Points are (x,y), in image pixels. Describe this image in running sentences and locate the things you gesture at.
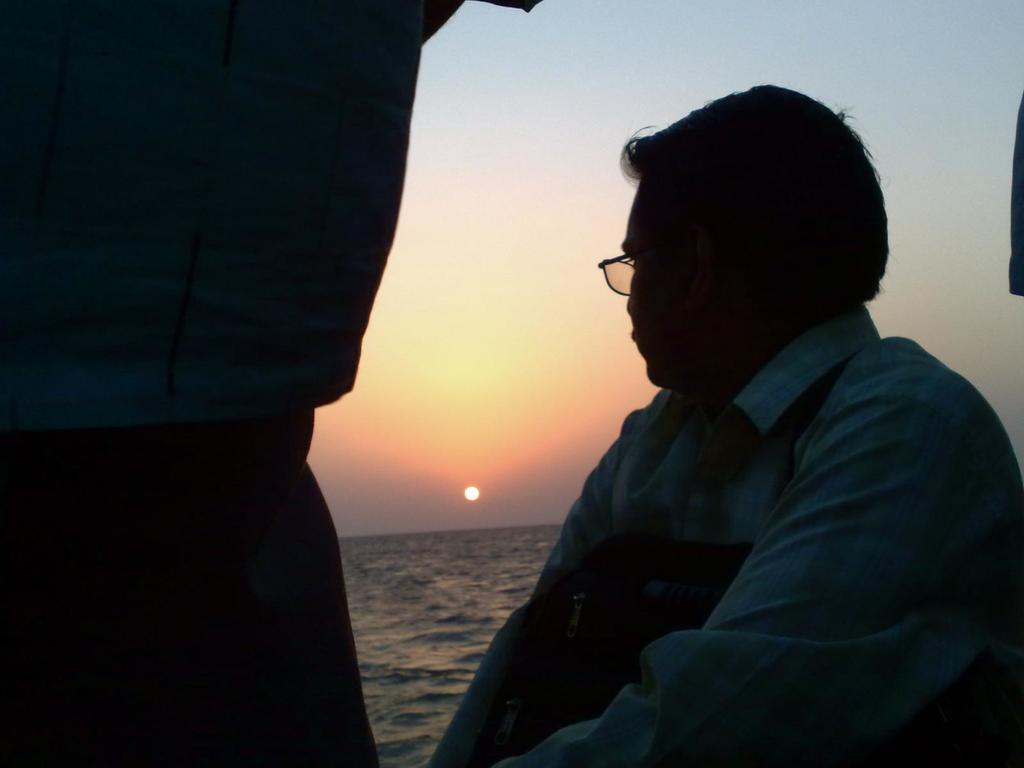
In the bottom right corner of the image (993,600) a person (926,362) is sitting and watching. In the middle of the image (466,452) we can see sun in the sky (523,98). On the left side of the image (331,120) we can see a person (343,64).
